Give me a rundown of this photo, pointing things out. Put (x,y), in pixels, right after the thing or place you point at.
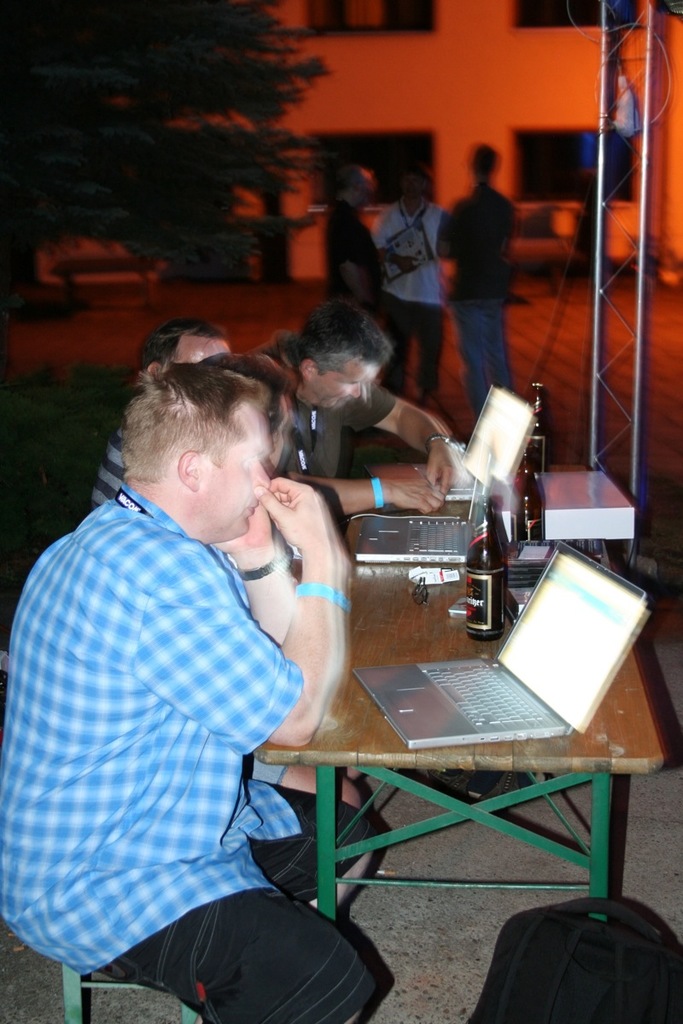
These four persons (243,419) are sitting on chairs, in-front of them there is a table (519,752), on this table (316,742) there are bottles (523,466), laptops (501,470) and a device (579,518). Far these three persons (435,262) are standing, middle person (419,263) is holding a pad (421,251) with papers (421,249). We can able to see tree (160,103) and buildings (419,59). On floor (682,652) there is a bag (545,975).
